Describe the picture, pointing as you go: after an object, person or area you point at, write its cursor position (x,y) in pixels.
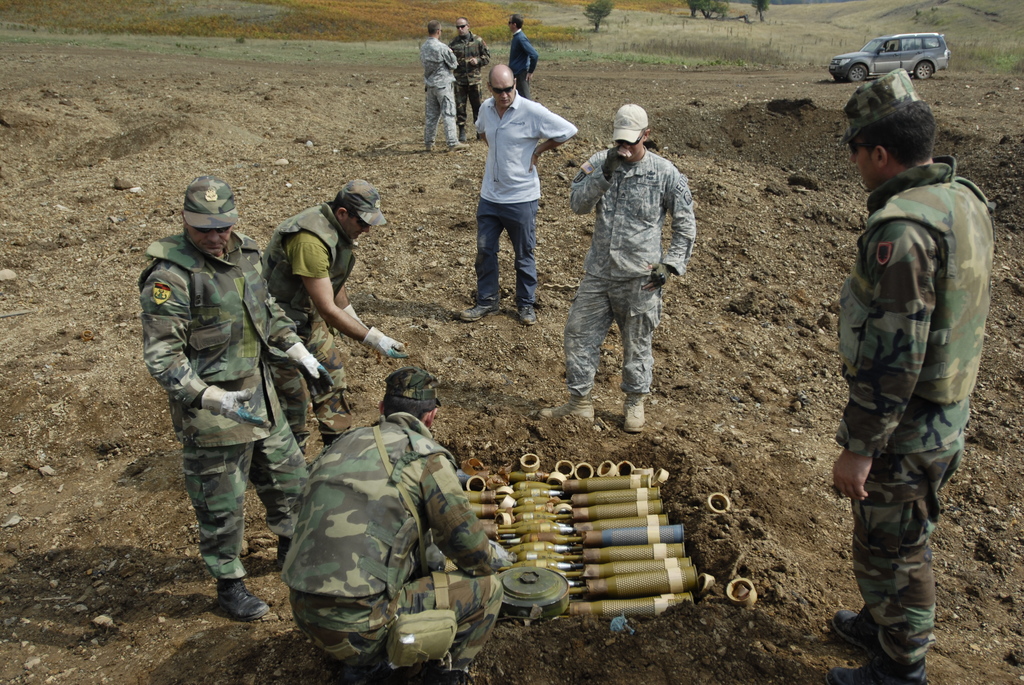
In this image there are people (644,214) standing in front of few objects (587,521). At the bottom of the image (672,464) there is sand (177,107). In the background of the image (244,24) there is grass (360,34) on the surface (369,37). There are plants (608,16). On the right side of the image (890,63) there is a car (918,51).
